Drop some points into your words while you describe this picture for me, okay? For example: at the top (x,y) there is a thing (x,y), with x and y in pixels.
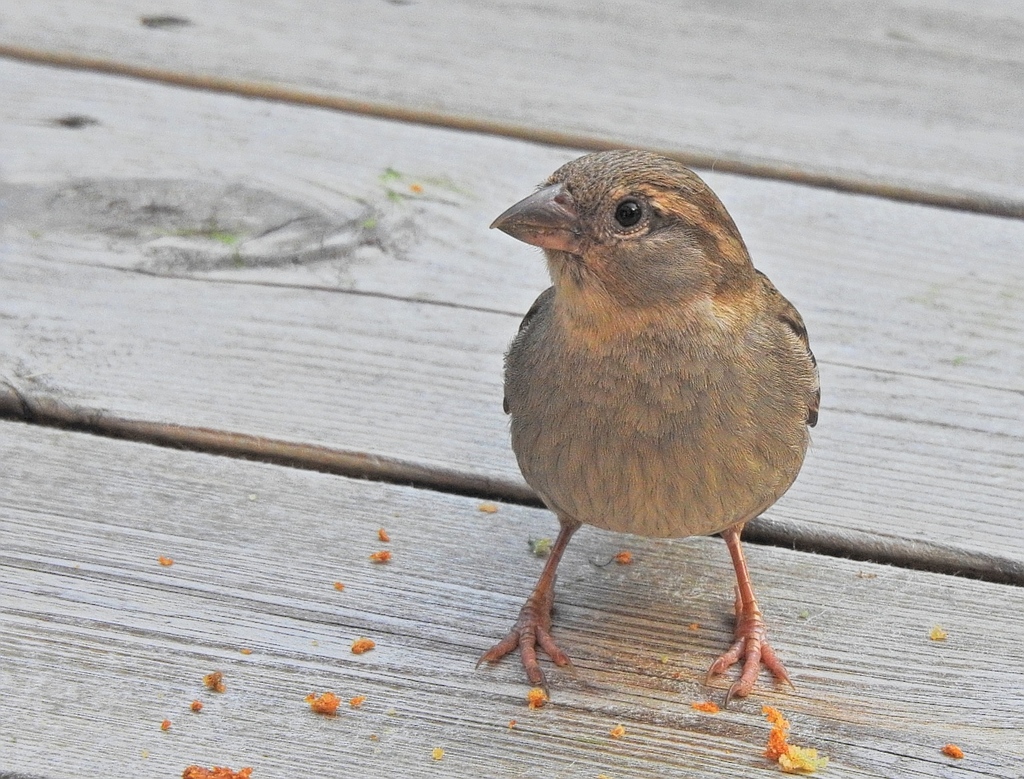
In this image we can see a bird (546,370) on the wooden table (490,354), it is in brown color.
